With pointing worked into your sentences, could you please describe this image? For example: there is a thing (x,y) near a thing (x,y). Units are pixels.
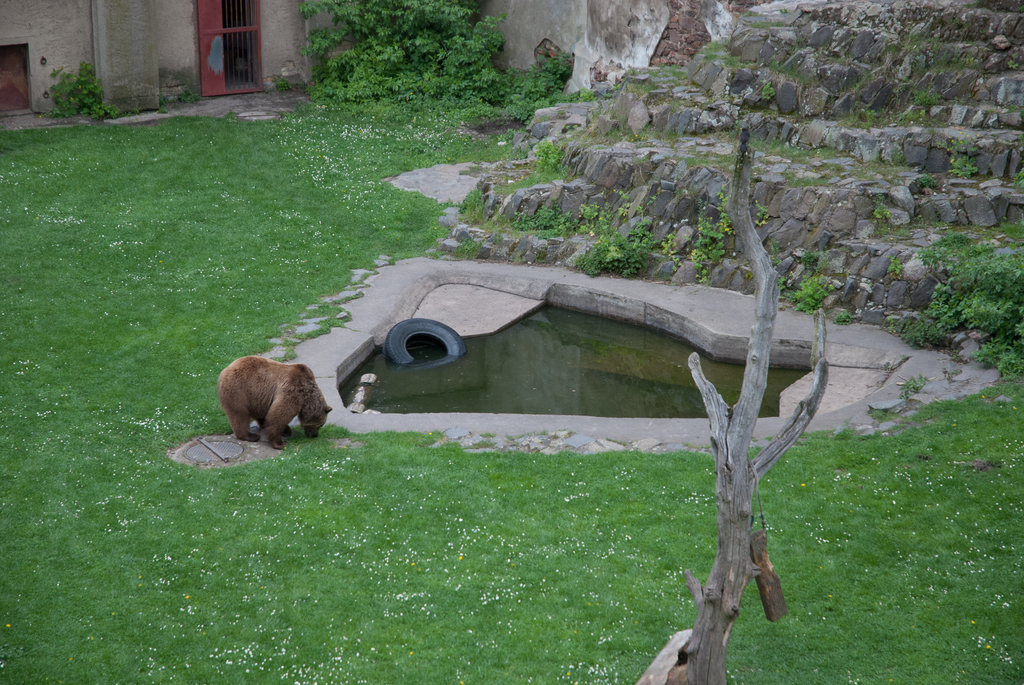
In this picture we can see a bear (265,405), beside to the bear (269,404) we can see a tire (402,364) in the water (508,334), in the background (360,166) we can see few trees (431,71), grass (376,172) and few rocks (498,176).
